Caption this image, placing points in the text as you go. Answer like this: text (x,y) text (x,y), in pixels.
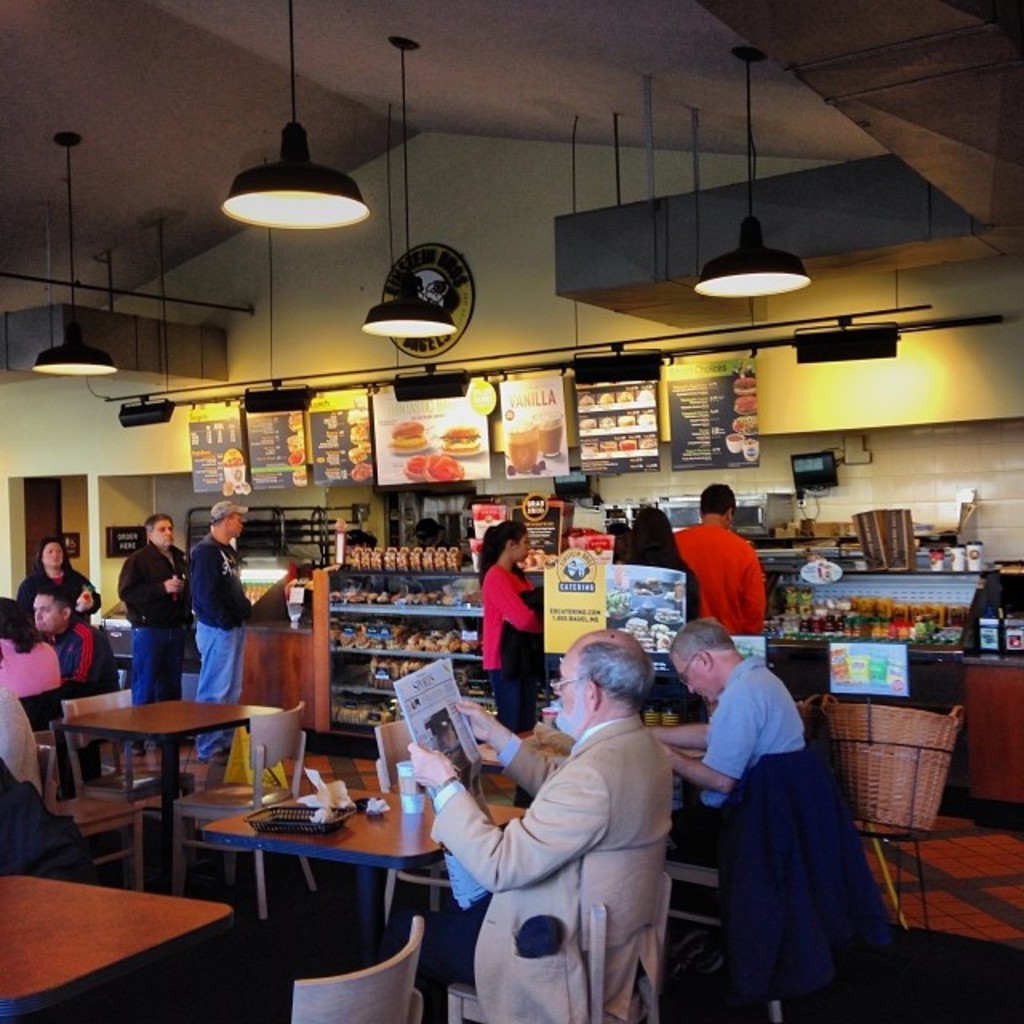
In this image I see people (519,607) in which few of them are sitting on chairs (398,731) and rest of them are standing over here, I can also see this man (594,748) is holding a paper (451,748) in hand (487,719) and there are tables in front of them on which there are few things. In the background (363,722) I see boards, few things (609,539) over here and I see the lights (793,283) over here.
